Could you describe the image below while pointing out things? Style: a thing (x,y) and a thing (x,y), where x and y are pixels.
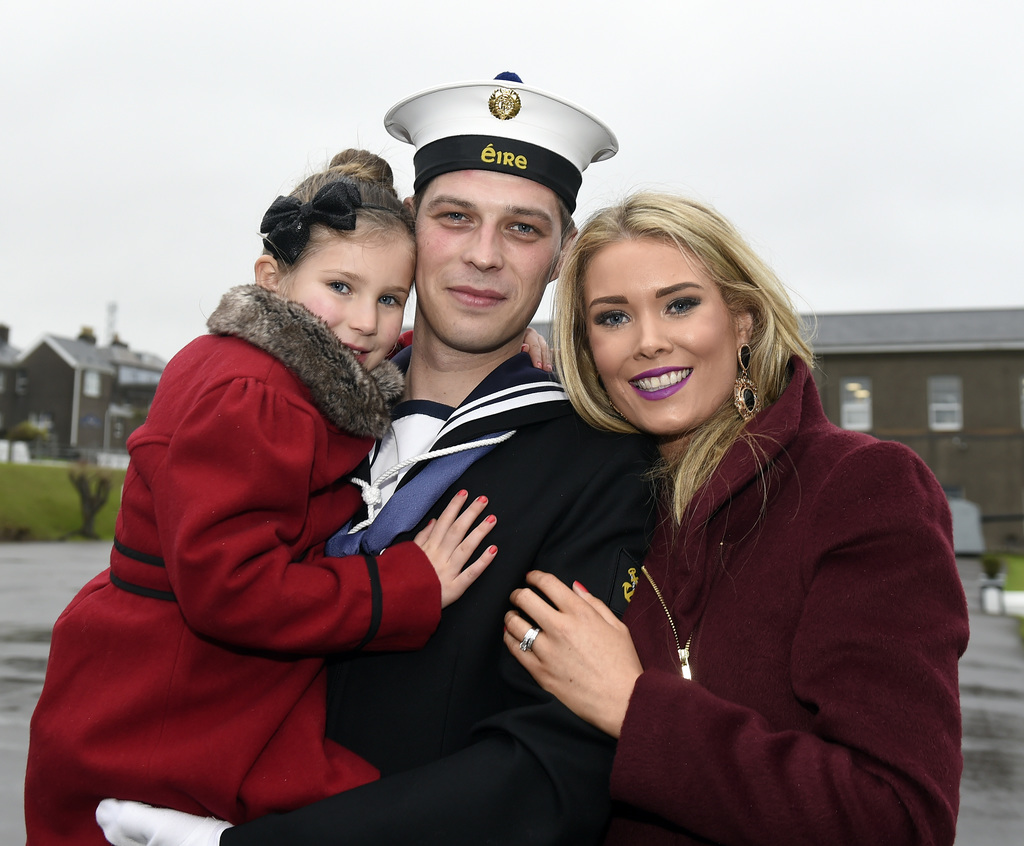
This image consists of a man (481,470) and a woman (556,648) and a child (192,465). They are wearing jackets (467,599). In the background (912,384), there is a house (950,420). At the bottom (976,782), there is a road (966,806). At the top (289,126), there is a sky (190,162).
